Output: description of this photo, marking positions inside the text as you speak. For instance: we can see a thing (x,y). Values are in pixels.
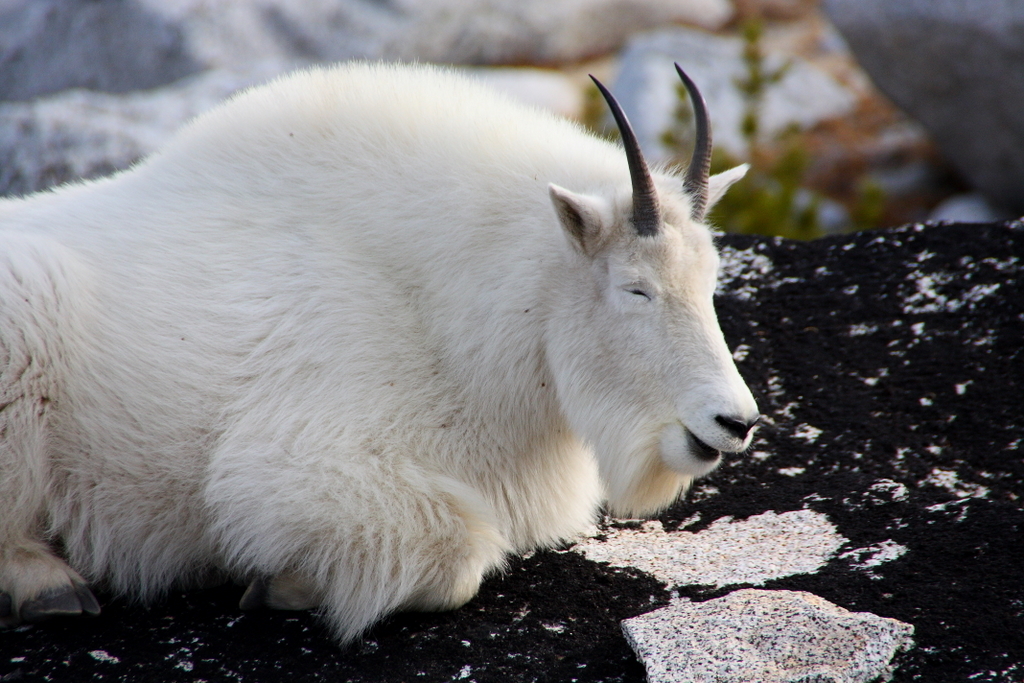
In this image, this looks like a mountain goat (449,435), which is white in color. I think this is the rock (846,548). The background (839,115) looks blurry.
